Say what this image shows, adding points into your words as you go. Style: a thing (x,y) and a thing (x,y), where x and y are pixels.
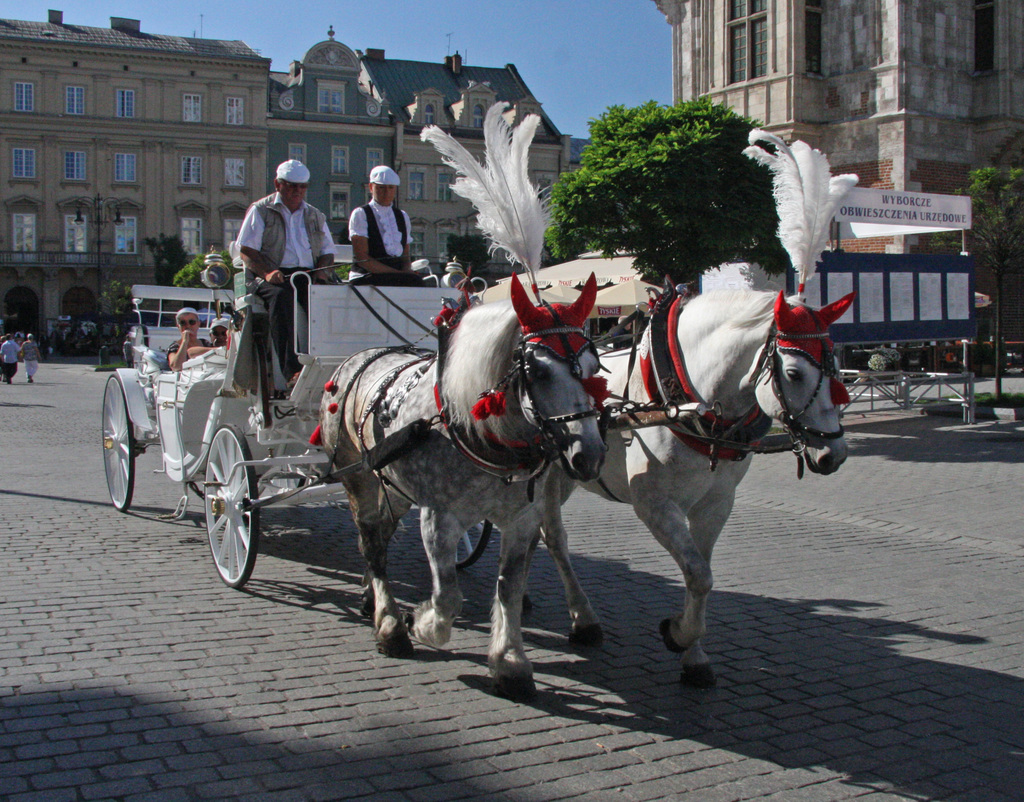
These are buildings (685,99). This horse (459,452) is attached with this cart (232,387). Persons (185,341) are sitting on this cart (350,343). Far this persons (35,356) are standing. We can able to see trees (703,174). On this board (950,316) there are posters (920,304).
